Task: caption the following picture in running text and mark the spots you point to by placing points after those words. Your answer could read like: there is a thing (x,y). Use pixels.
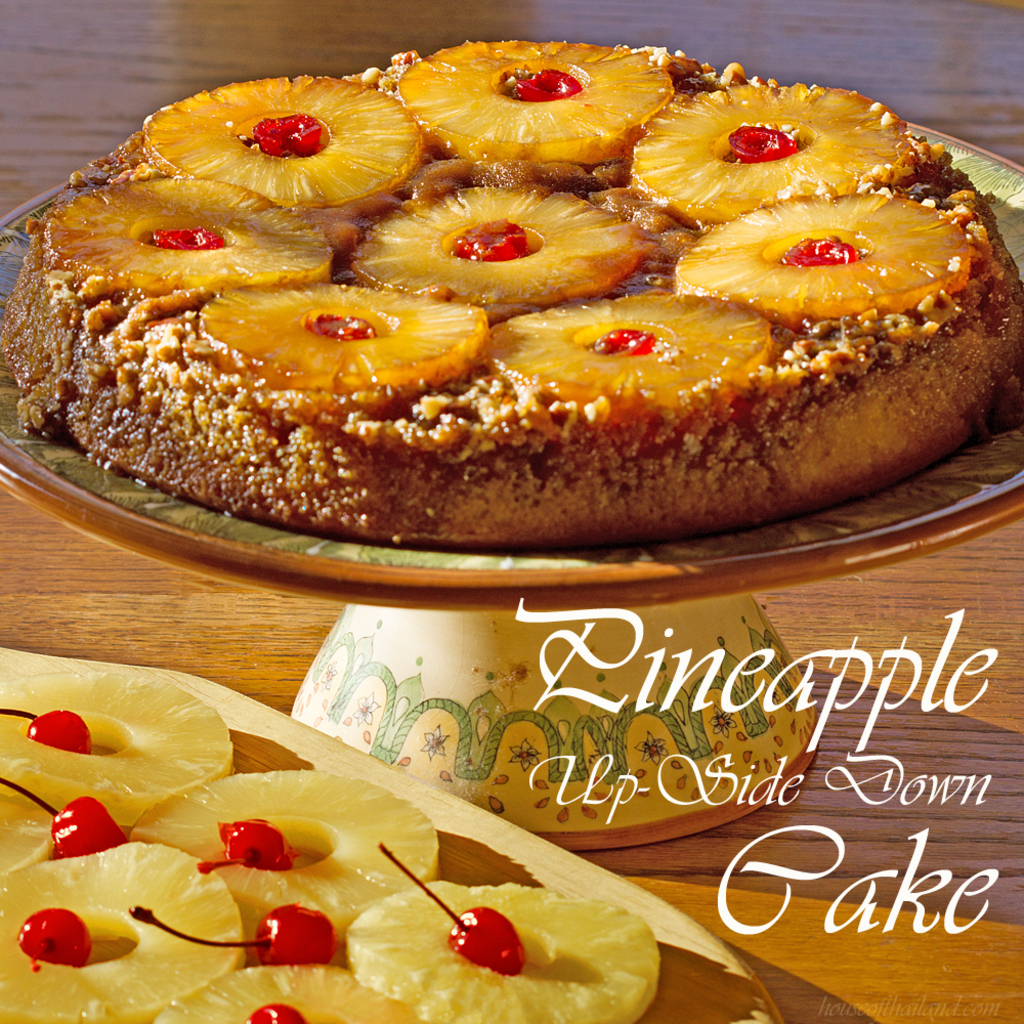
It is an edited image there is a pineapple cake (454,361) and beside the cake (537,527) there are few pineapple slices (255,796) and cherries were kept on a wooden plate (421,784) and at the right side (723,912) bottom the name (723,912) of the cake (443,371) is mentioned.
